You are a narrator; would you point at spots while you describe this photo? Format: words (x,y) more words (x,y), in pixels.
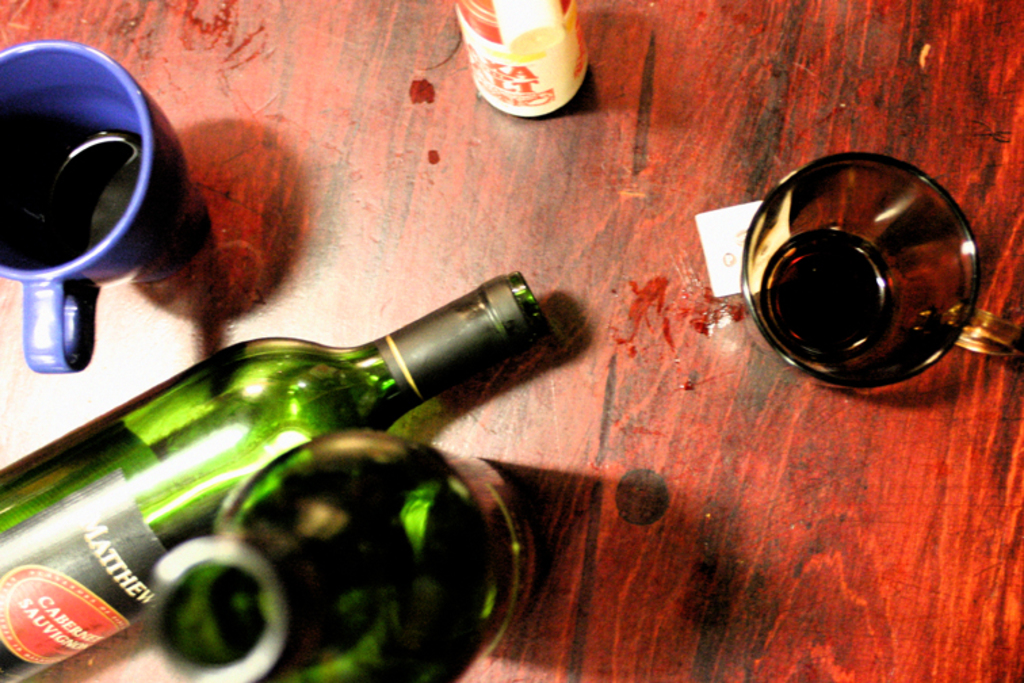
on a table (731,468) there is a blue glass (114,239), green glass bottles (373,399) and another glass (860,327).
